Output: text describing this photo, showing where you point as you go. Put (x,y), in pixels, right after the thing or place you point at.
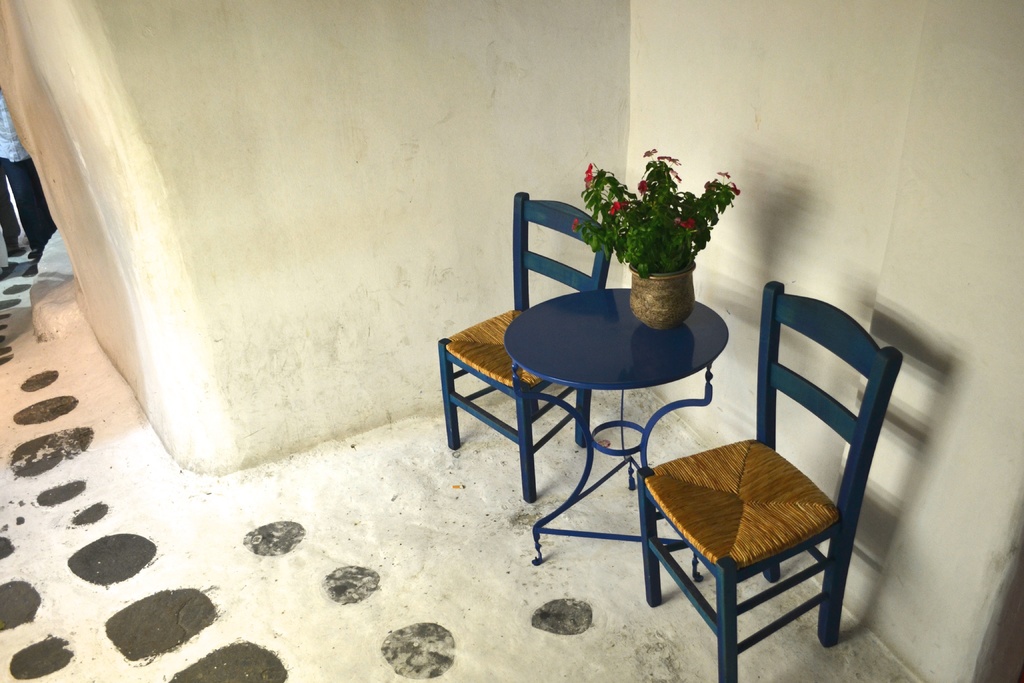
In this picture we can see two chairs (766,544) on the floor (446,617). This is table (632,358), on the table (695,311) there is a flower vase (628,208). And this is the wall (313,137).
